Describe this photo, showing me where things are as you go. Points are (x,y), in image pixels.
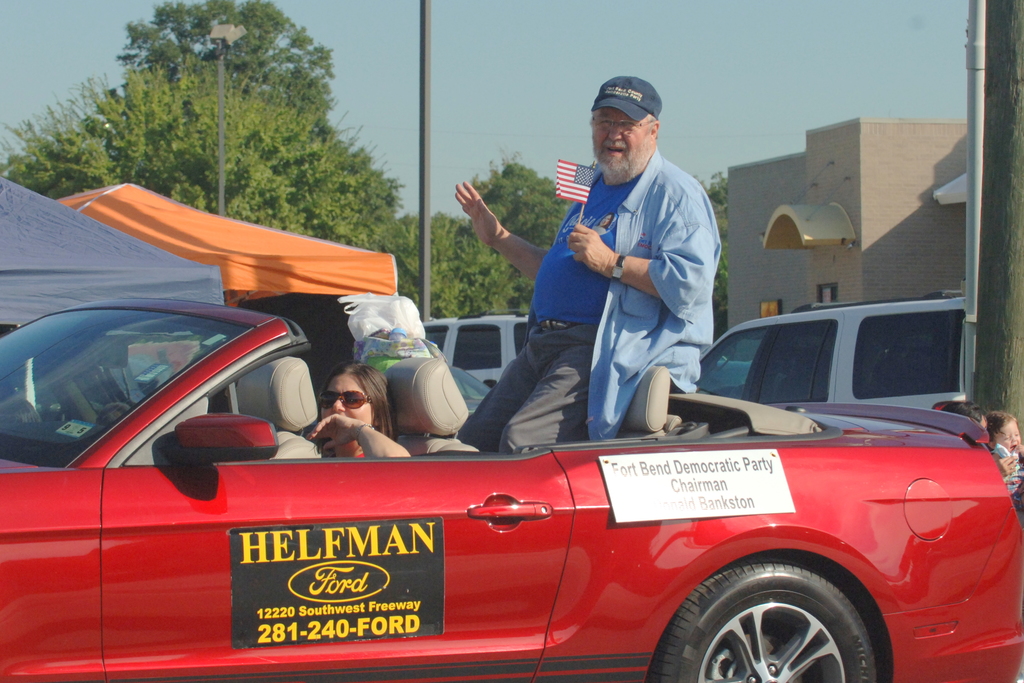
He is standing in a car (657,388). He is holding a flag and his wearing cap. She is sitting on a car (395,378). We can see in the background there is a trees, buildings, cars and poles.
